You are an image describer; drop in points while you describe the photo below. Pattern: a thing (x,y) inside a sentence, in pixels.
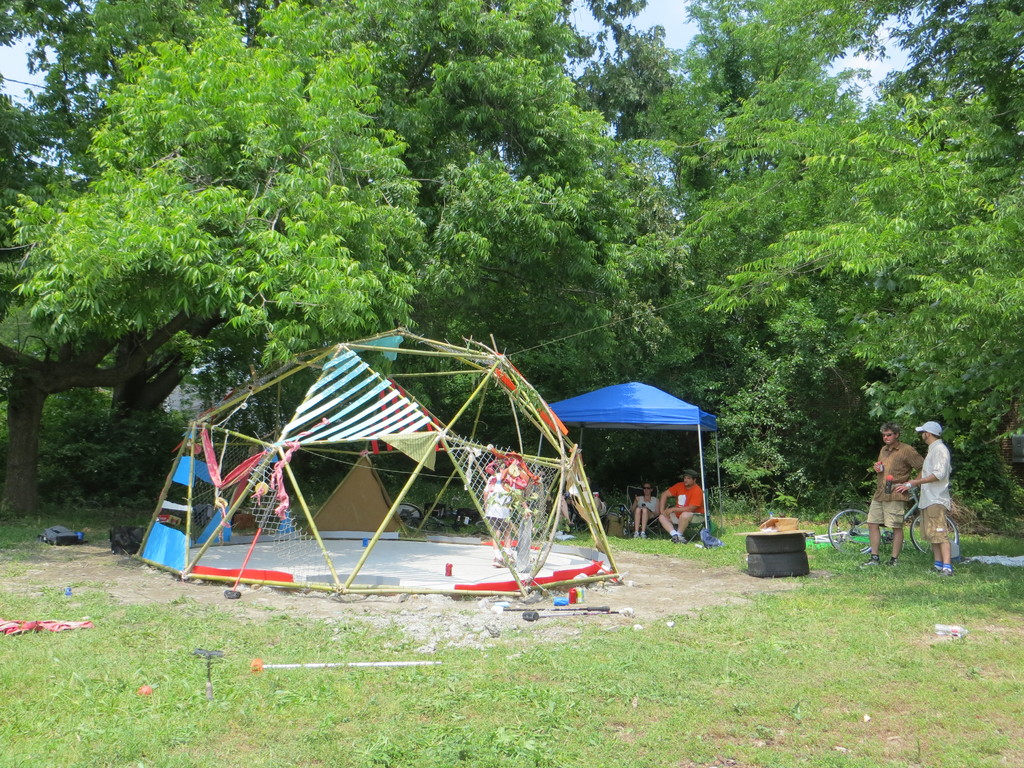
In this image there are tents (317,443), mesh (539,498), grass (657,692), people (878,514), bicycle (910,500), trees (579,222) and objects (70,533). Land (877,675) is covered with grass (405,680). Under the tent (638,409) I can see people (692,517) are sitting. Through the trees (290,85) the sky (20,77) is visible.
